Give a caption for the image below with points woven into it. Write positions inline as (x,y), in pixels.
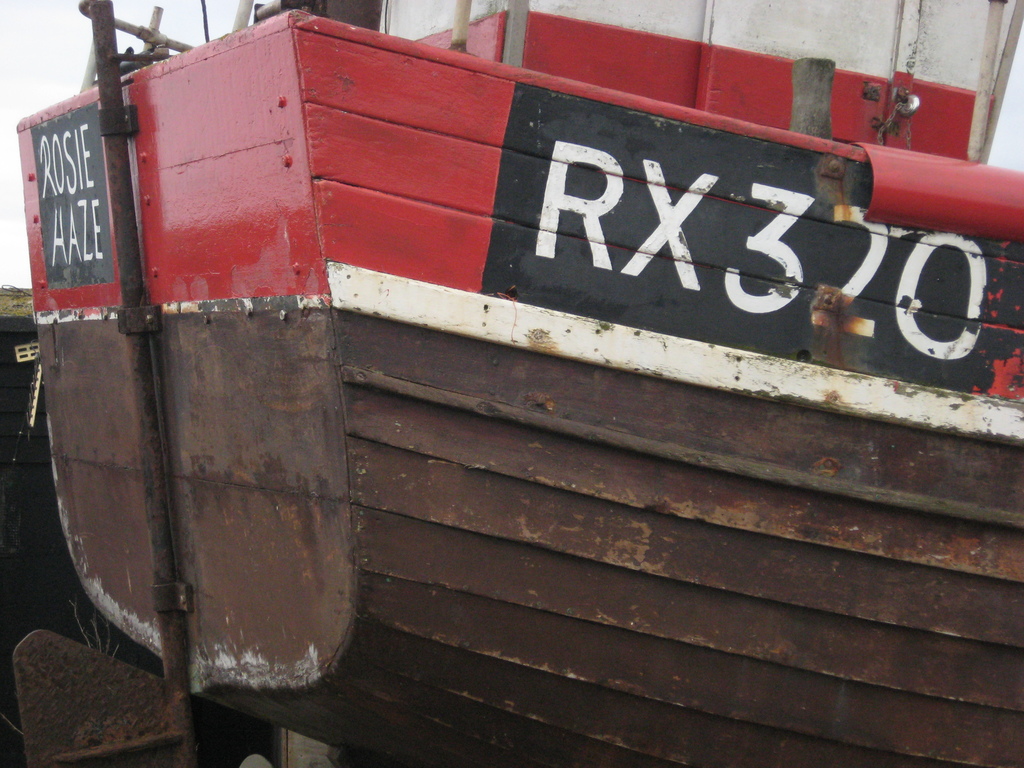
In this picture, it seems to be there is a ship (756,249) in the center of the image (495,452).
